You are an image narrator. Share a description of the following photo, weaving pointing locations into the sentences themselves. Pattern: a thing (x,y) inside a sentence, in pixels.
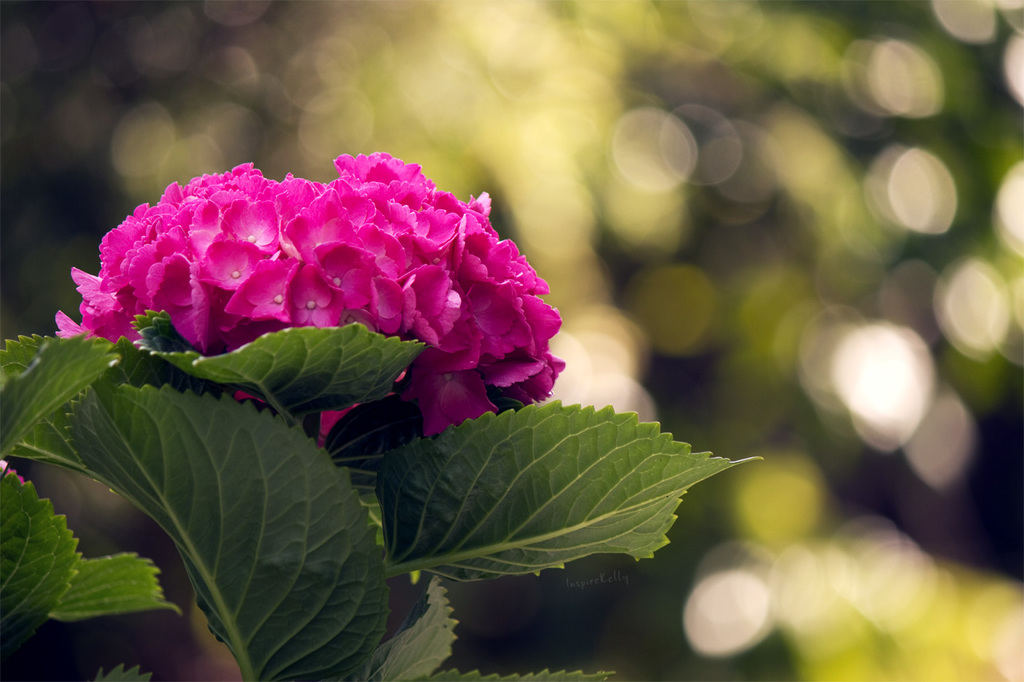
In this picture there is a pink color flower (380,264) on the plant (343,440). At the back (578,311) the image is blurry.
